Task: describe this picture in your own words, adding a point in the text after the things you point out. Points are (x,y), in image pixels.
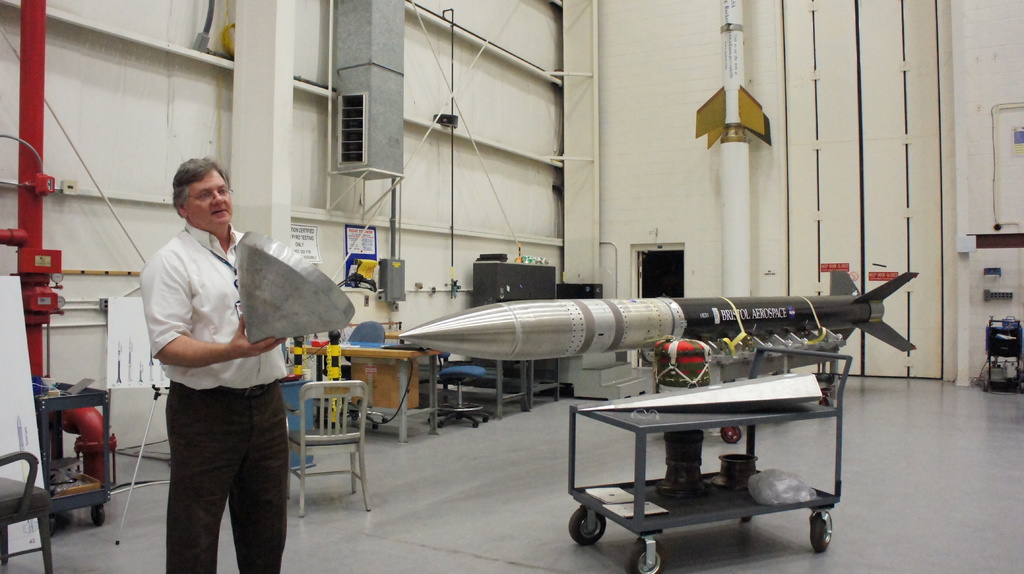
On the left (242,359) we can see one man (193,339) standing he is holding some material (271,292). In the center (512,338) we can see the rocket (617,321) on the wheel table (648,418). Coming to the background (659,147) we can see wall (673,125) and some objects (739,103) around him.
